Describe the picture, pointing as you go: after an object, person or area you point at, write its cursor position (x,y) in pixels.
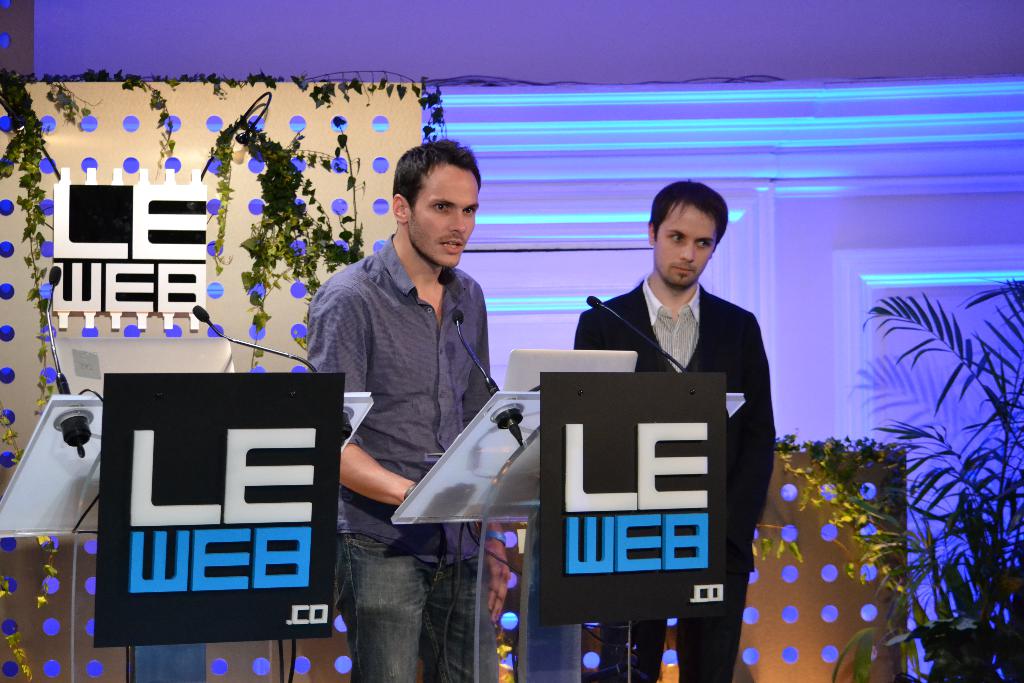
In this image there are two persons (441,388), there is a person (419,281) talking, there are podiums (476,469), there are microphones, there are laptops (600,364) on the podiums (191,385), there are plants (224,174), there is the wall (282,142), there is text (151,235) on the wall (103,146), there is a plant (988,411) truncated towards the right of the image (963,357).
